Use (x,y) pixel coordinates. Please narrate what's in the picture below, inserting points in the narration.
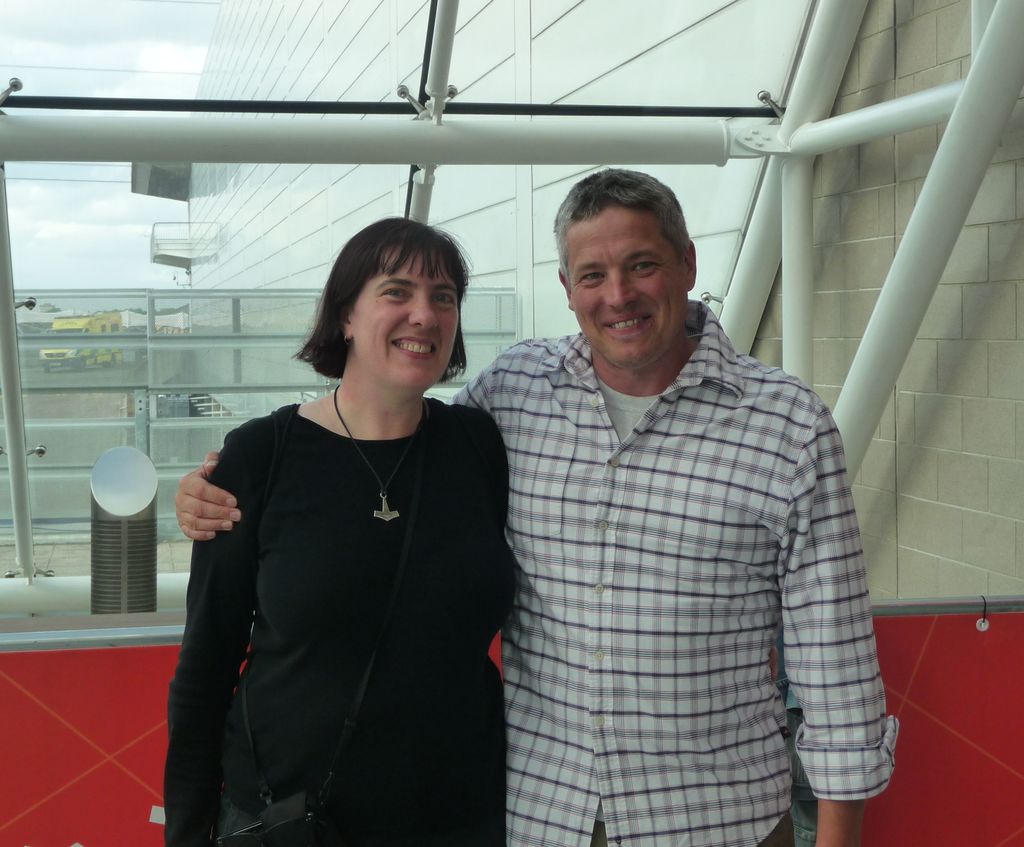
Here we can see a man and woman (387,333) are standing and smiling. In the background (268,194) we can see a wall (967,312), board (938,755), poles (660,158) and glass roof (230,283). Through the glass roof (222,320) we can see a building (261,235), vehicle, poles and clouds (43,80) in the sky (43,80).
